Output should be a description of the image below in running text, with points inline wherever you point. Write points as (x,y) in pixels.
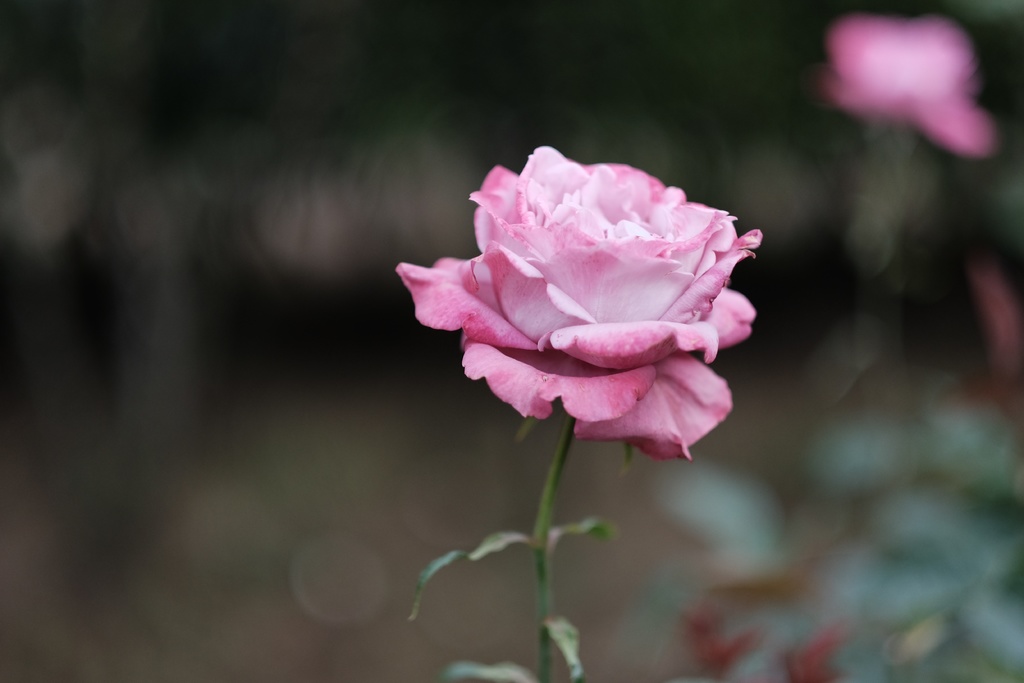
In this picture I can observe pink color rose flower (549,303). There are some leaves (441,565). On the right side (936,75) there is another flower (900,79). The background (821,498) is completely blurred.
